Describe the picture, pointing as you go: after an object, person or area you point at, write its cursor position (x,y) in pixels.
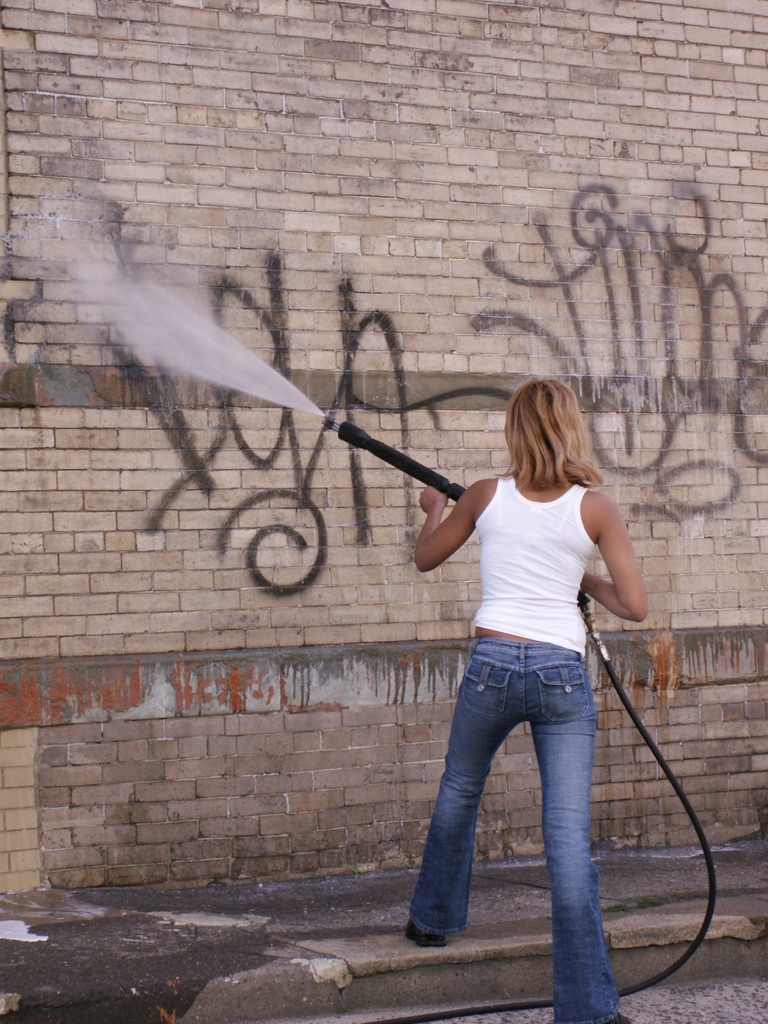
In this image we can see a person (557,610) holding a pipe (422,476) and spraying water (284,405). In the back (260,192) there is a brick wall (163,237) with something written. At the bottom (392,938) there is a sidewalk (617,907).
